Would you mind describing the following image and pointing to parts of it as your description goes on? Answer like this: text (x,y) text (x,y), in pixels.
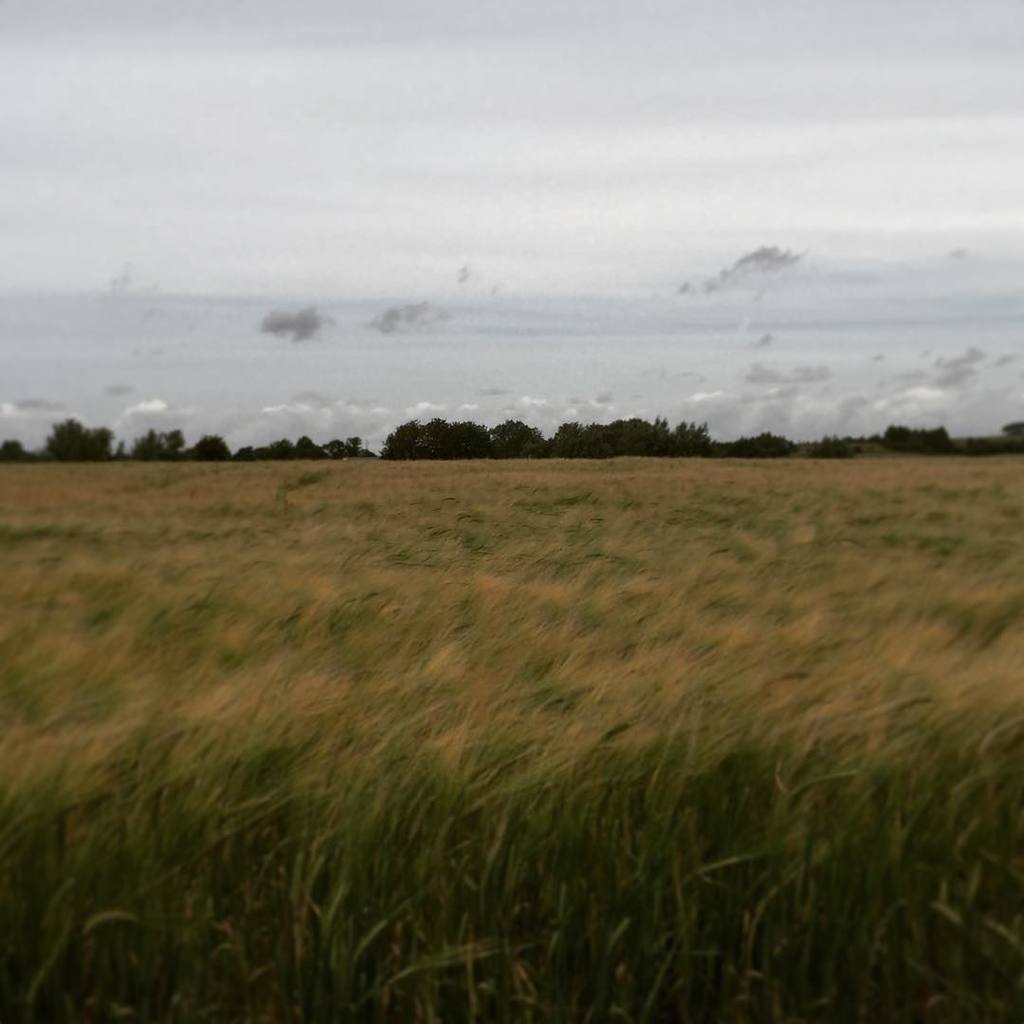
In this picture in the front (422,586) there is dry grass (604,645) and in the background (498,454) there are trees (524,426) and the sky (618,257) is cloudy.
